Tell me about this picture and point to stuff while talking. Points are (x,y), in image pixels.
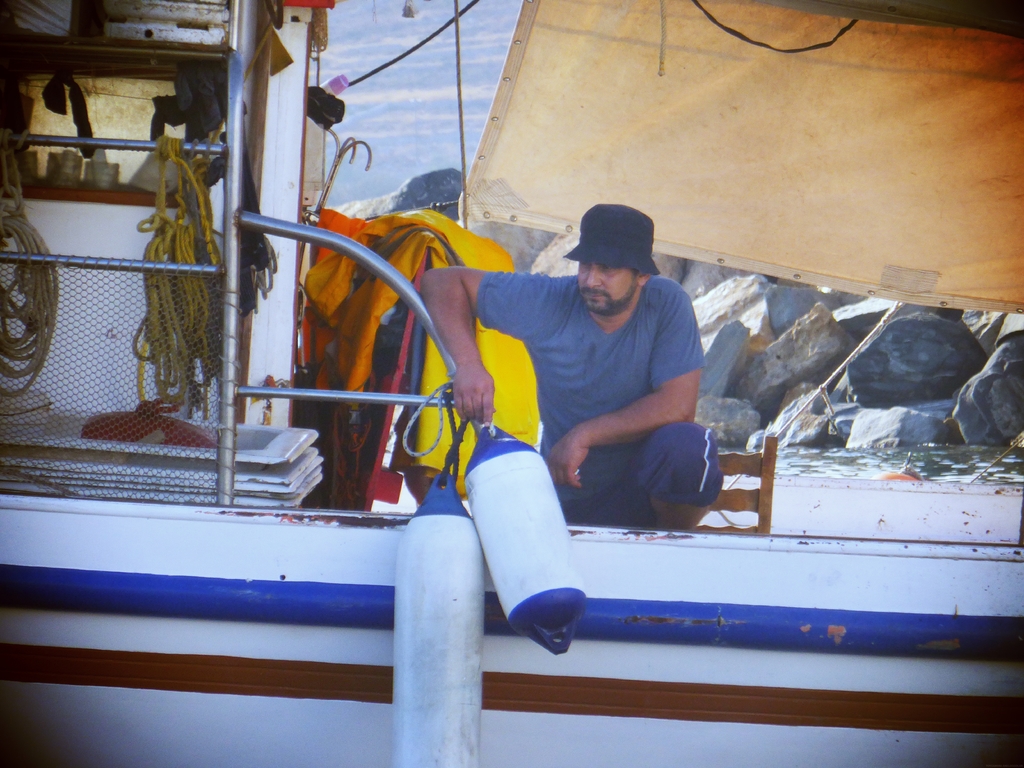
In this image we can see a person (595,372) wearing blue color T-shirt (598,358), pant (635,472) and also wearing cap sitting in a boat (630,542), we can see some jackets (370,326), rope (0,139) and some other items (390,330) in a boat (103,193) and in the background of the image (816,420) there are some stones (813,434), water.
